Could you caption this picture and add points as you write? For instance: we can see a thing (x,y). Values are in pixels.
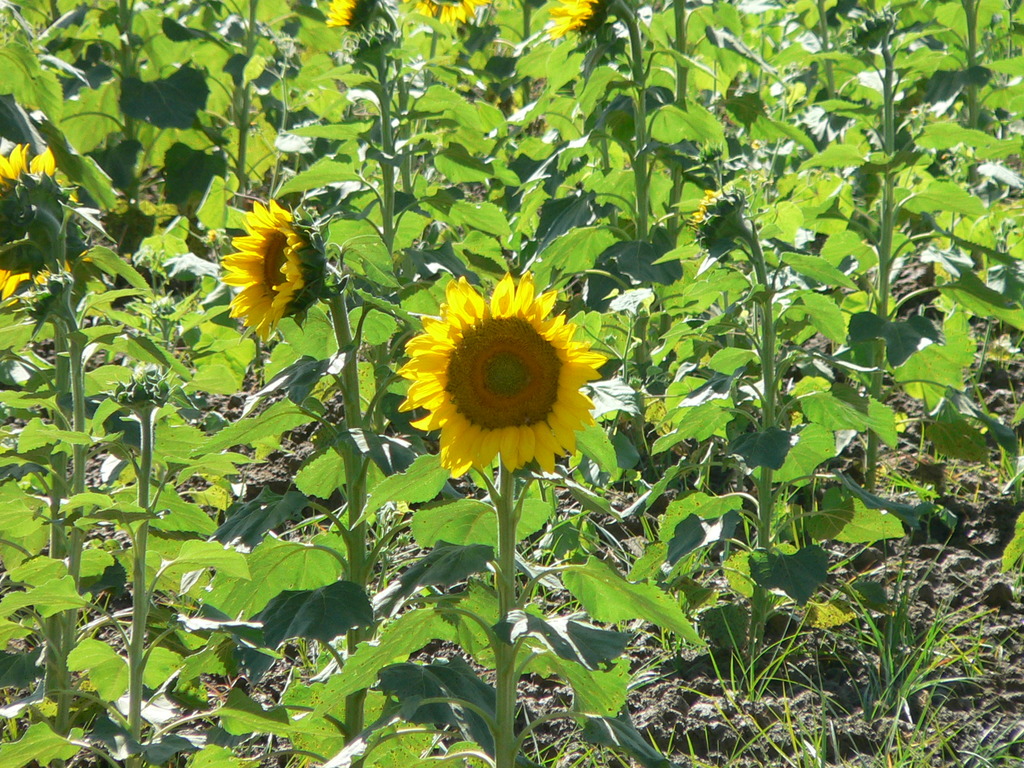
In this picture we can see plants (172,566) with flowers (515,460) on the ground (734,484).
